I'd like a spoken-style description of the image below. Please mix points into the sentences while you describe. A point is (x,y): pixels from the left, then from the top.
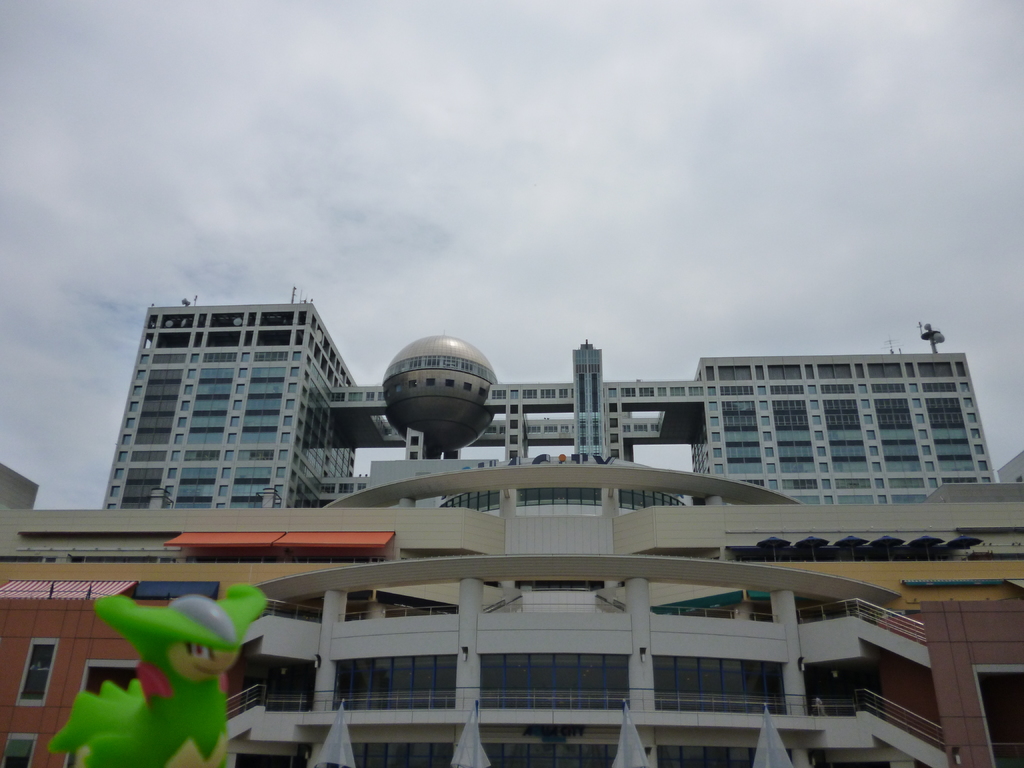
In this picture we can see few buildings (535,591) and metal rods (856,689), and also we can find few umbrellas (953,543) on the building (807,560).
